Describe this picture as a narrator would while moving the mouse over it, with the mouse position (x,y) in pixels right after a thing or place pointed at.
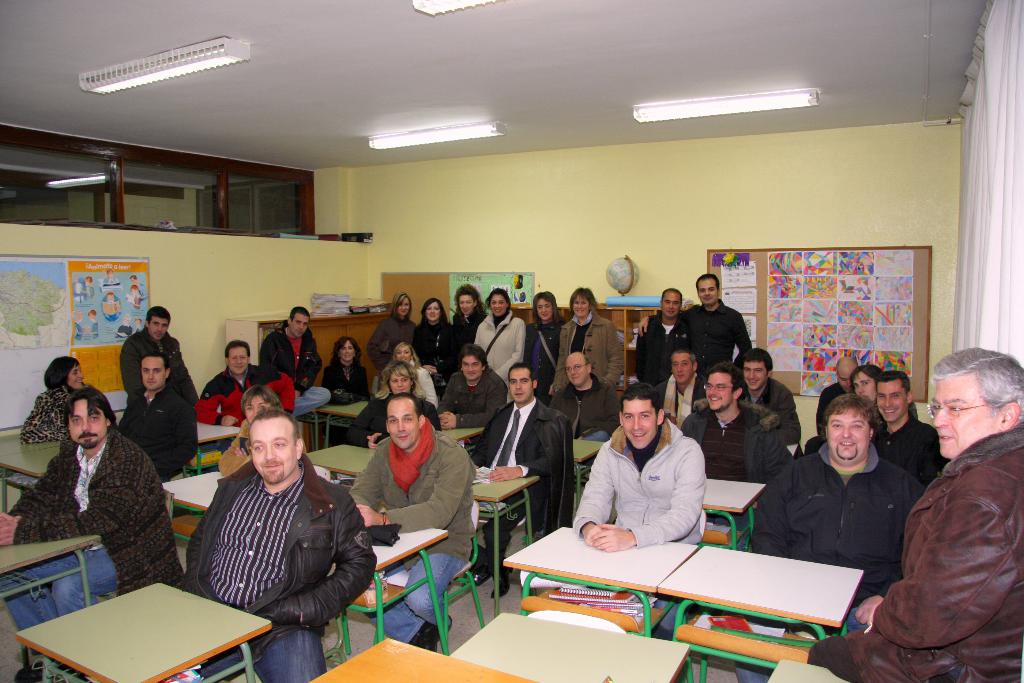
There is a group of people (396,348) who are sitting on a chair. They are looking at somewhere and most of them are smiling. In the background (431,367) we can see a few people (537,353) who are standing and they are smiling. This is a roof (334,51) with lighting arrangement (226,60).
